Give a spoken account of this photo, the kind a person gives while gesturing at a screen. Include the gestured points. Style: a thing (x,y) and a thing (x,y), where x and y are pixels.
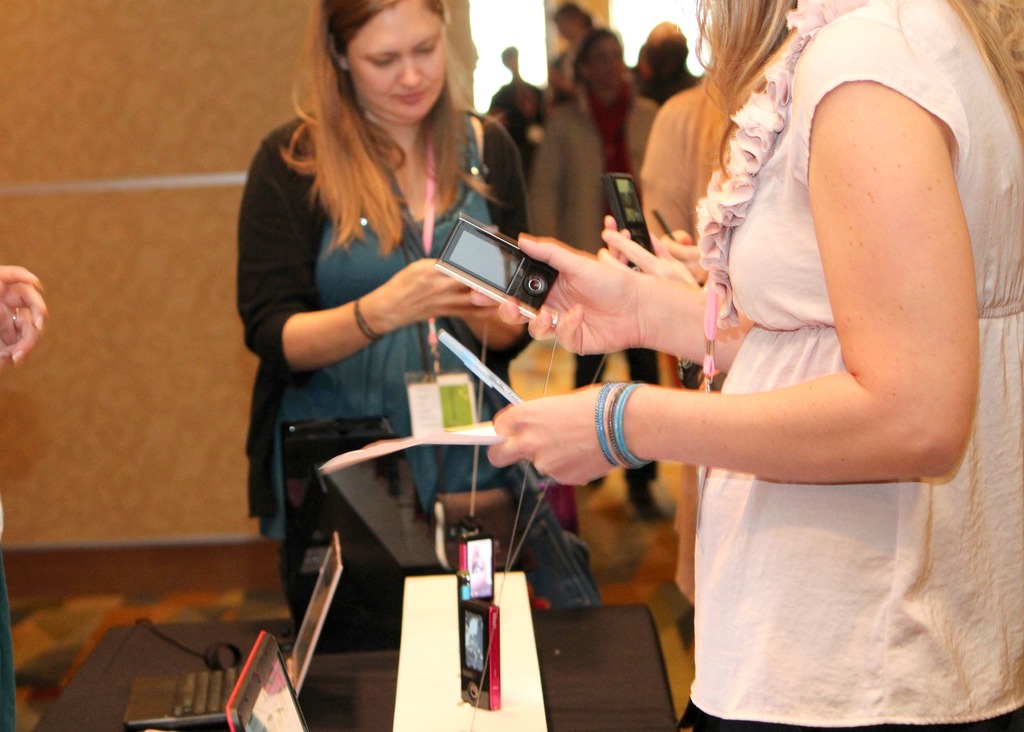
In this image there are few women (825,283) who are holding the Ipod (505,271) in their hand (593,293). There is a table (601,665) in front of them on which there are laptops (301,667) on it. At the background (105,68) there is a wall (89,122).
